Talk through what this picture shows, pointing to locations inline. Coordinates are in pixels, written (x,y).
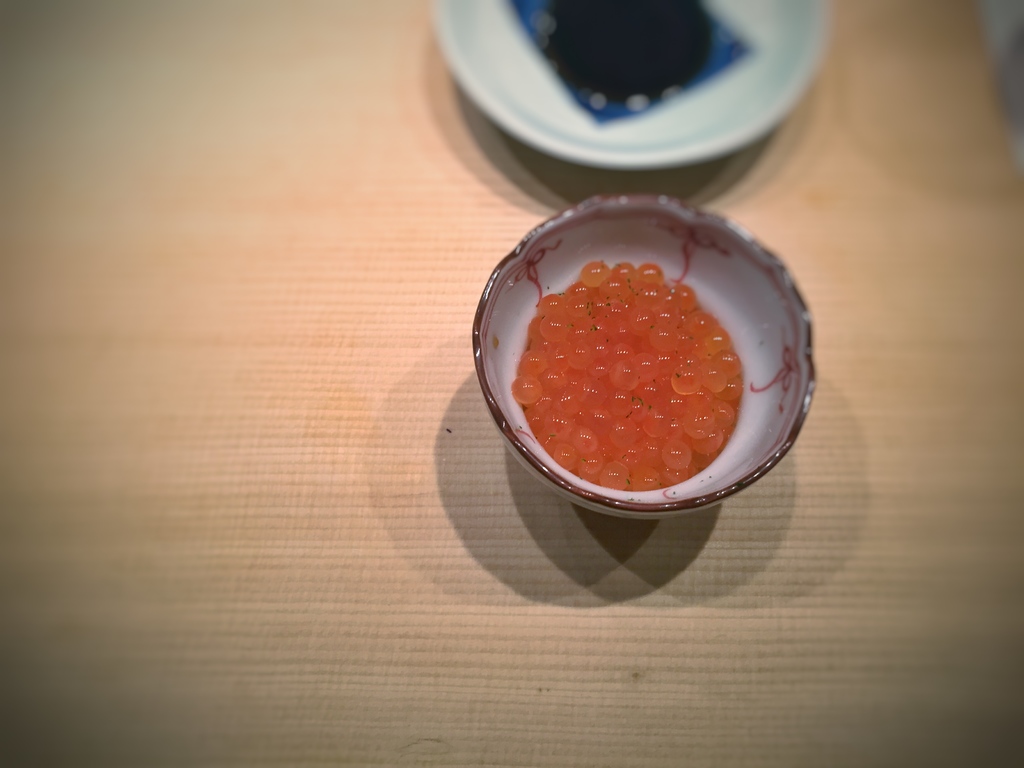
This picture shows a small bowl (577,258) and a plate (504,86) on the table (875,388).
